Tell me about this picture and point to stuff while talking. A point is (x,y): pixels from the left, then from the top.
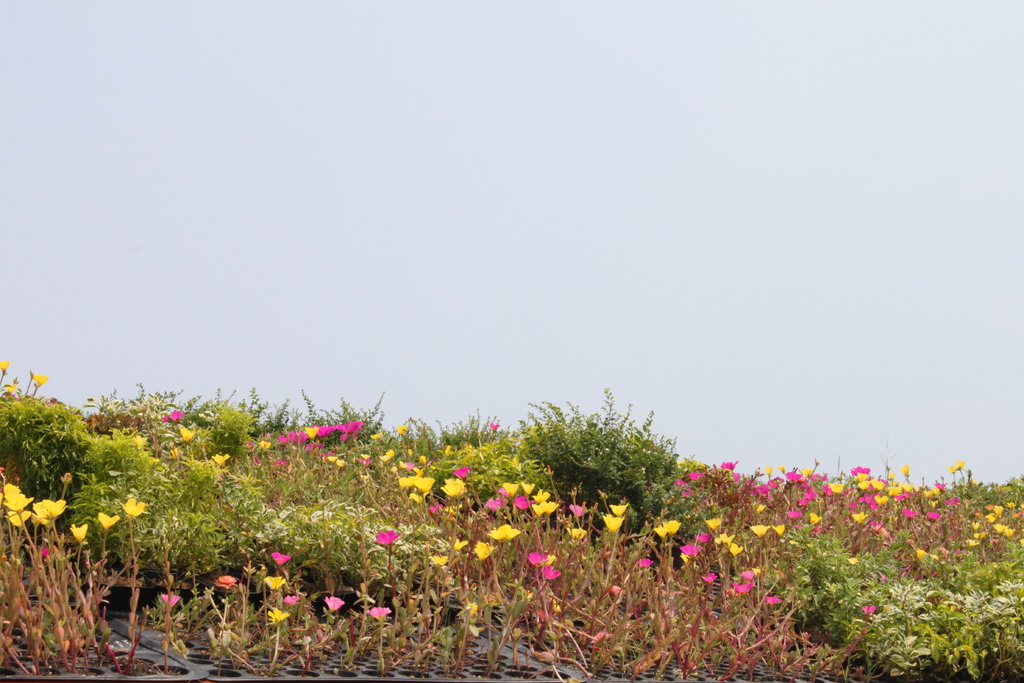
In this image there are few plants (629,532) having flowers (664,537). Few plants (423,624) are kept on the tray (118,658). Top of the image (737,207) there is sky (726,199).
